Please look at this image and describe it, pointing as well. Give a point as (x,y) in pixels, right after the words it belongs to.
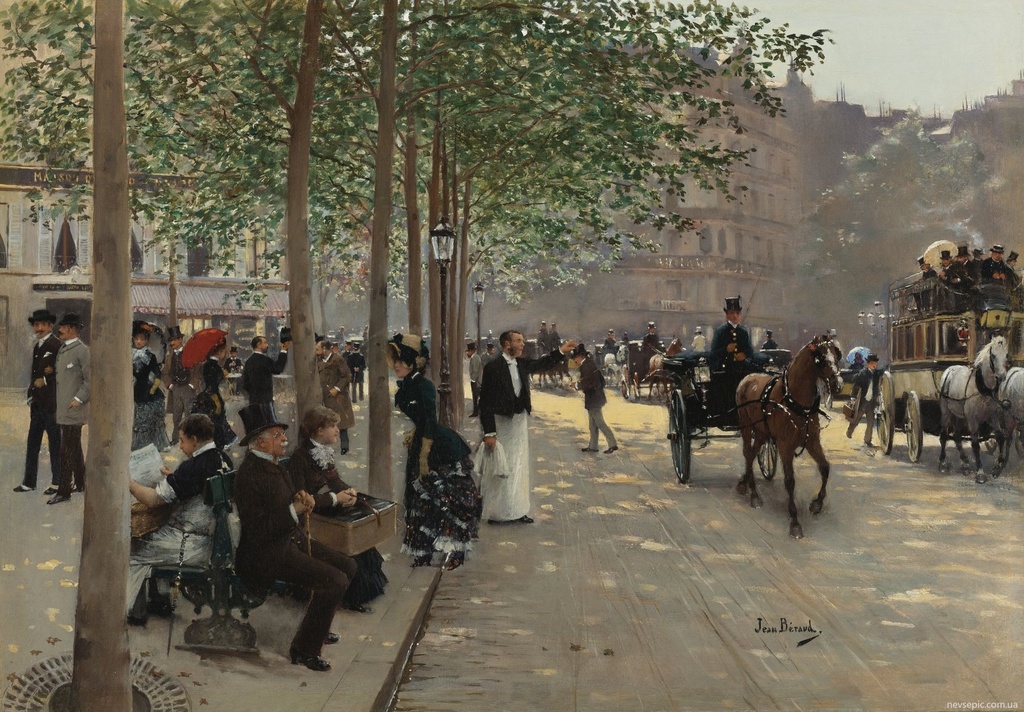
This is a painting, in this image in the center (493,399) there are some people (510,384) some of them are walking and some of them are sitting and some of them are sitting on a vehicle (968,327), and also there are some horses (942,398). In the background (812,192) there are some buildings (765,243), trees (670,170) and at the bottom (547,565) there is a walkway (399,603).
